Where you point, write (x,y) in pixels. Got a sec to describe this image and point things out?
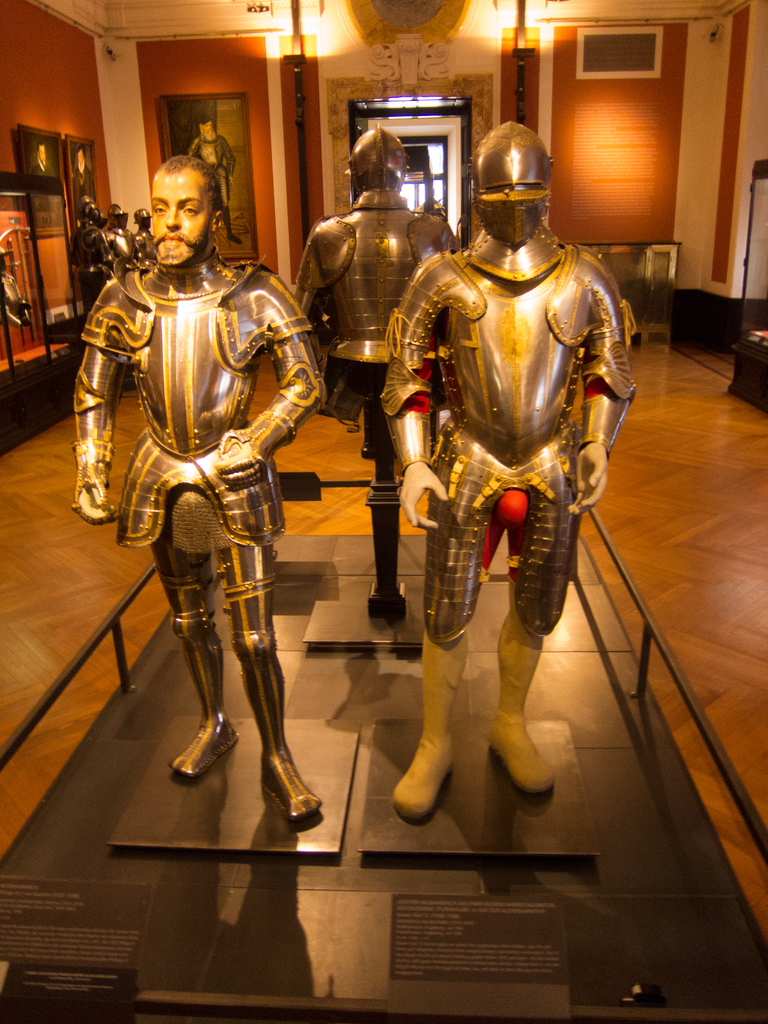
In the picture we can see inside the hall (723,975) with three armor suits (453,521) on the separate part of the floor (686,591) with a railing (16,750) around it and in the background (435,13) we can see a wall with a photo frames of a person image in it and on top of the wall (329,63) we can see light focus (315,35).
